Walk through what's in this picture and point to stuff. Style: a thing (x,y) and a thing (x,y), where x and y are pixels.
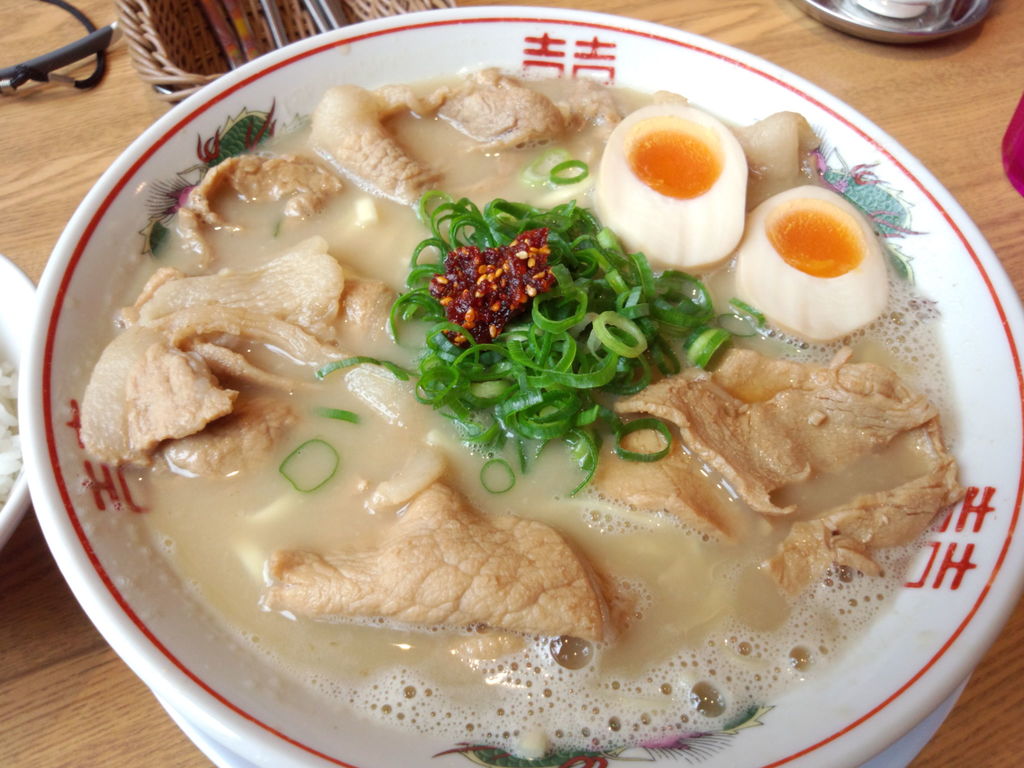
In the picture we can see a wooden table (1001,653) on it, we can see a plate (962,619) with meat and soup (901,374) in it and with some green onion slices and beside it, we can see two slices of boiled egg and around the plate (591,52) we can see some things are placed.
